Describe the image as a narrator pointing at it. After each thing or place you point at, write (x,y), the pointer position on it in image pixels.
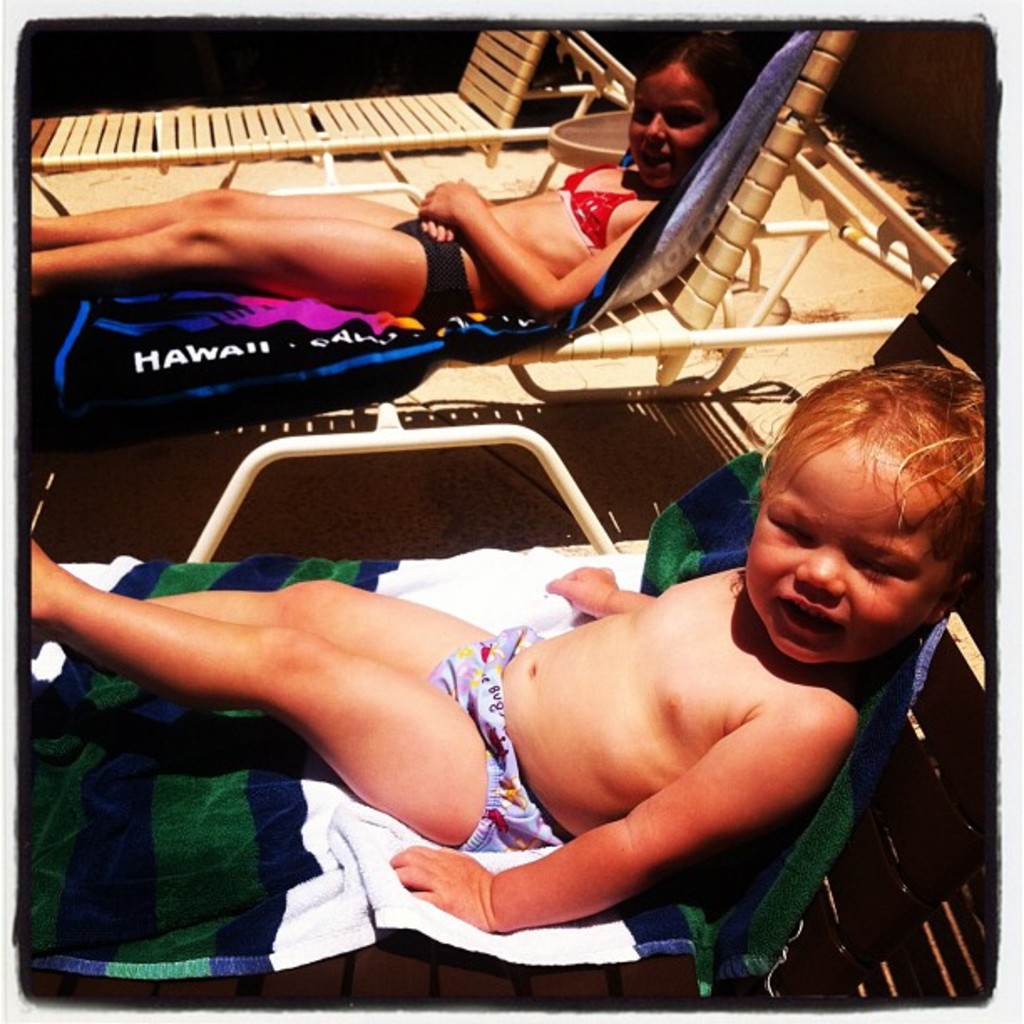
In this image there are two kids (375,289) lying on the chair (607,323) by wearing the swimsuit (435,265). There are three chairs (241,117) one beside the other. They are lying on the towel (183,840).
